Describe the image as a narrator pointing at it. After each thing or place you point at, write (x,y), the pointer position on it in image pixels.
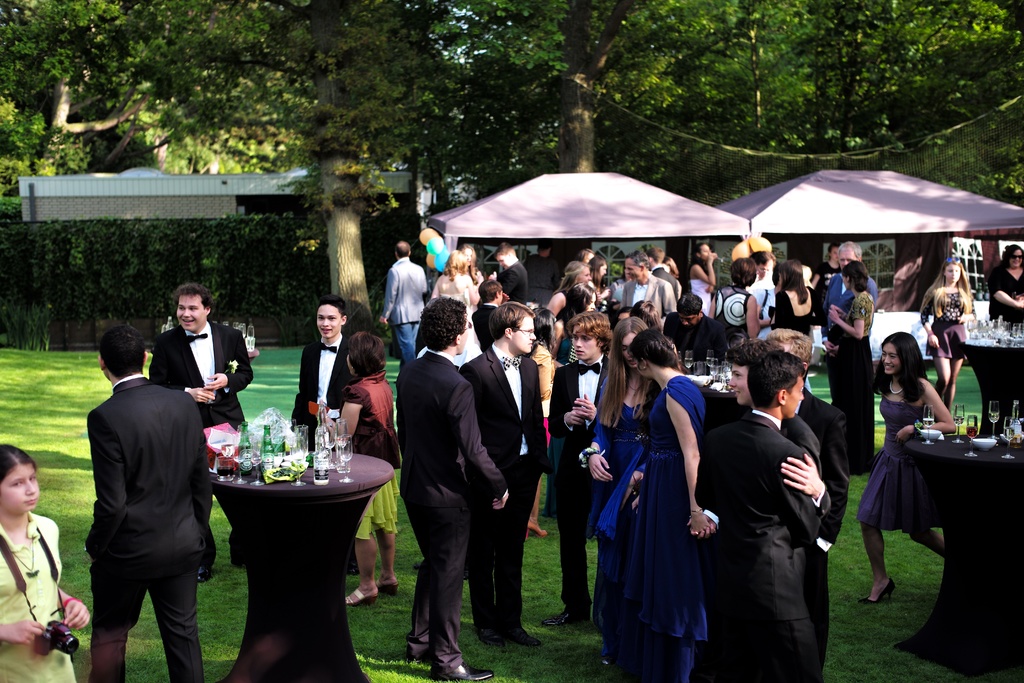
persons (683,399) are standing, this is tent (562,244), on the table (304,533) there is glass (342,450), bottle (324,431), in the back there are trees (441,101).
